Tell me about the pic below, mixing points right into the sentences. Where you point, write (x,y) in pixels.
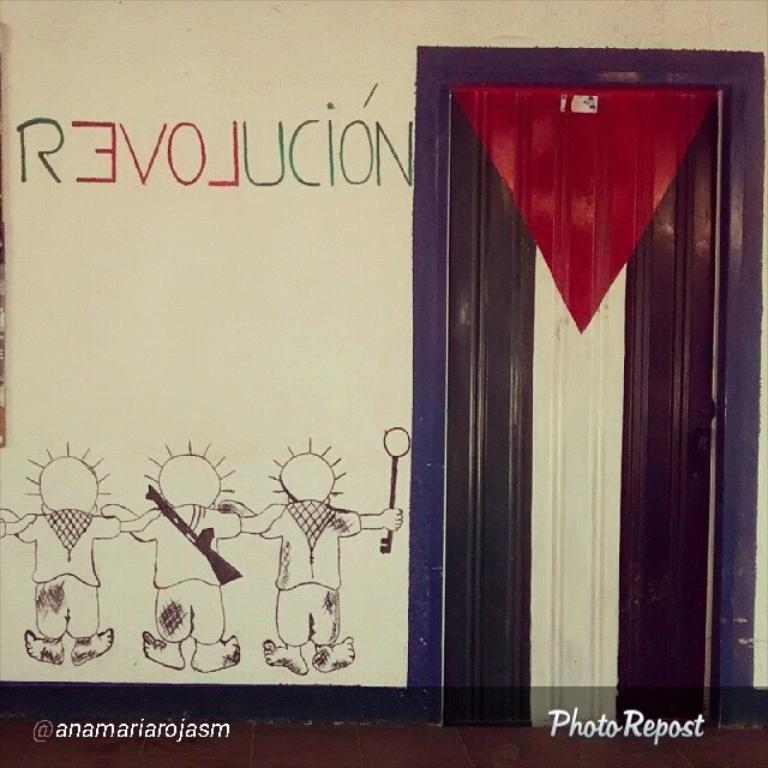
This picture is consists of a painted wall (363,166), which includes a door (593,576) and drawn children (313,545) on it.
